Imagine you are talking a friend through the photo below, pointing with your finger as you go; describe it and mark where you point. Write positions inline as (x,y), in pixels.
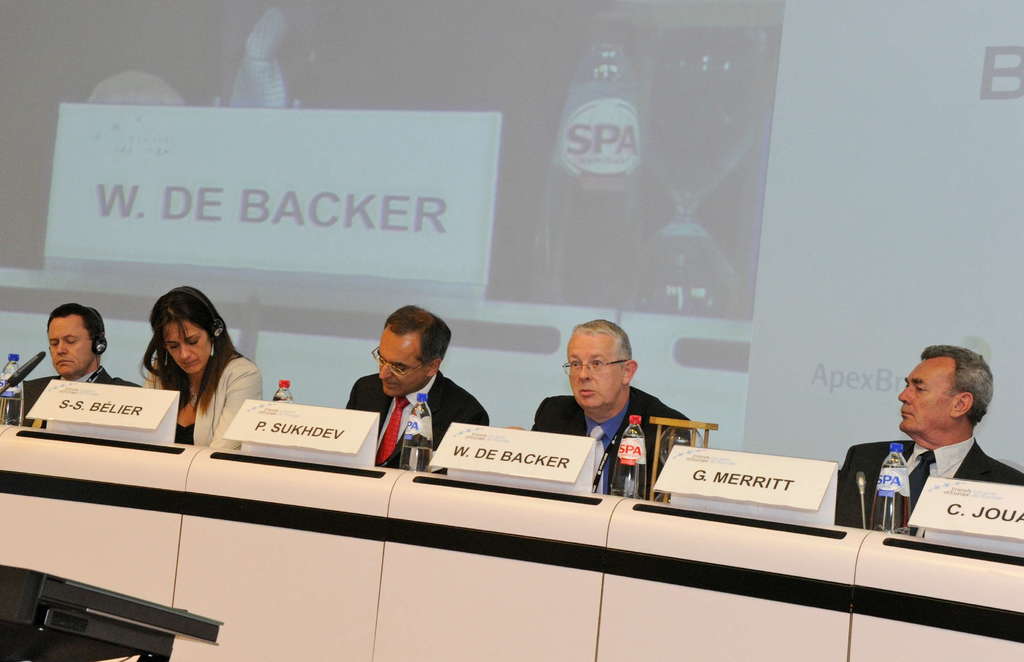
In this picture we can see five people (442,433), bottles (627,475), mics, name boards (548,443), some objects (663,462) and in the background (517,191) we can see the screen (603,154).
